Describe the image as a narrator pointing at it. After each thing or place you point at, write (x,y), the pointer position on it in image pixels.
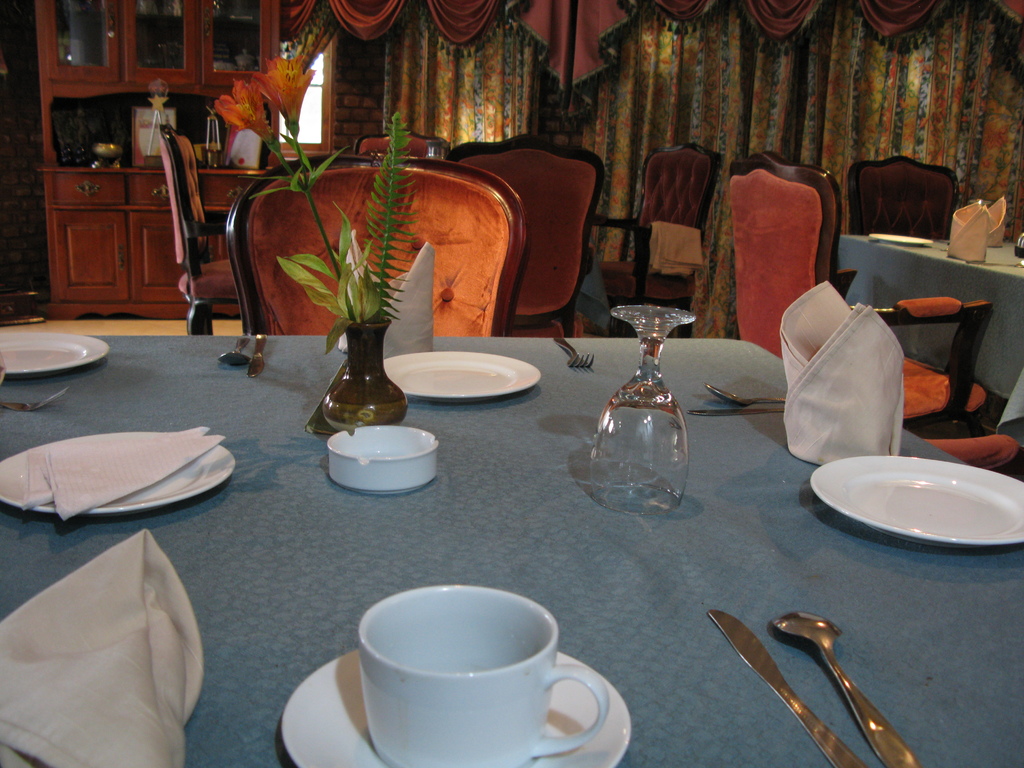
The image is inside the room (893,300). In the image there are tables (542,382) and chairs (482,289) on table (434,340) we can see flower pot (374,330), plant (381,315), flowers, spoon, knife (256,365), plate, tissue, cloth (485,568), coffee cup (408,661), saucer (328,696), glass (614,447). In background (644,102) we can see curtains (468,80), shelf (221,77). On shelf (130,139) we can see carry bag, bowl (105,155), frame (248,144).
